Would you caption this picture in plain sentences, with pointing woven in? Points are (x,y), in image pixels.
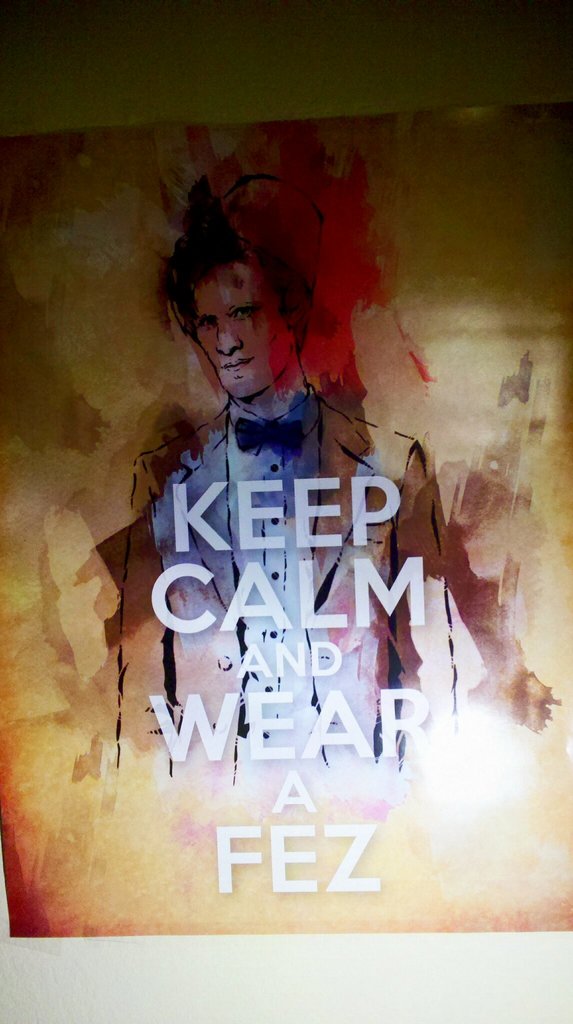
In this image I can see a person sketch (302,680) and something is written on it. The board (331,302) is in red, cream and brown color.
